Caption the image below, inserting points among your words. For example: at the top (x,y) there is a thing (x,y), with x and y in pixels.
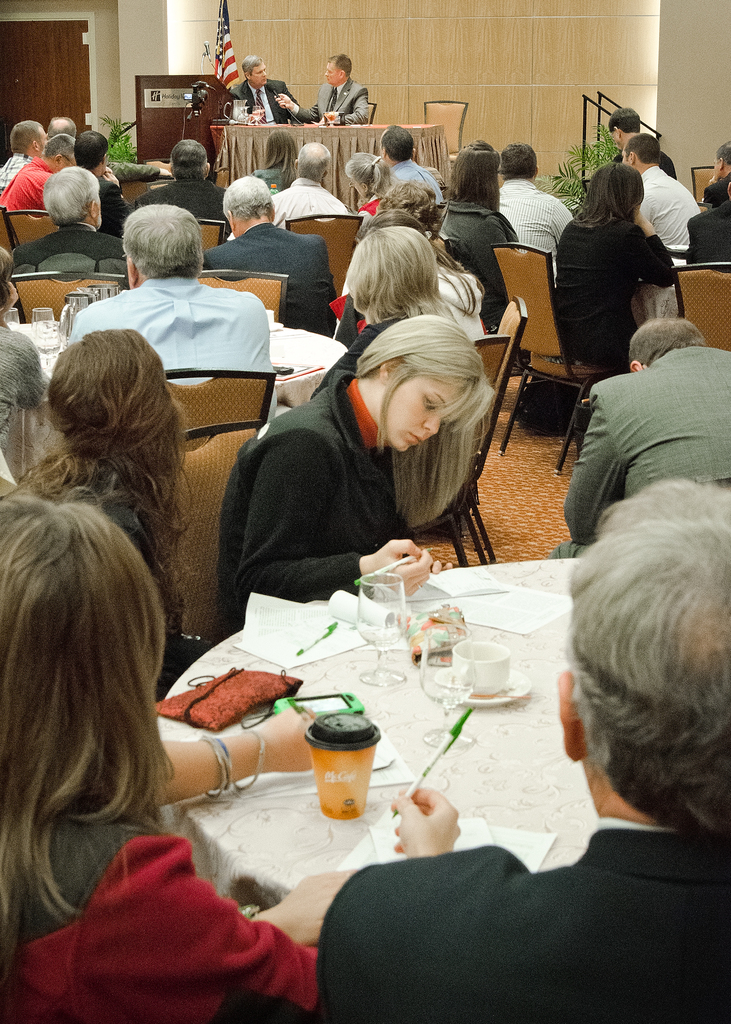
in this picture we can see all the persons (116,336) sitting on chairs (226,287) in front of a table (410,722) and on the table (315,826) we can see cups (501,672), saucers (501,672), glasses (375,583), purse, pen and paper (277,616). This is a floor (522,455). We can see two men (328,66) sitting on chairs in front of a table (268,130) and on the table (278,124) we can see a jar (246,116). Behind to them there is a flag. This is a plant (575,154). This is a door (51,61).
